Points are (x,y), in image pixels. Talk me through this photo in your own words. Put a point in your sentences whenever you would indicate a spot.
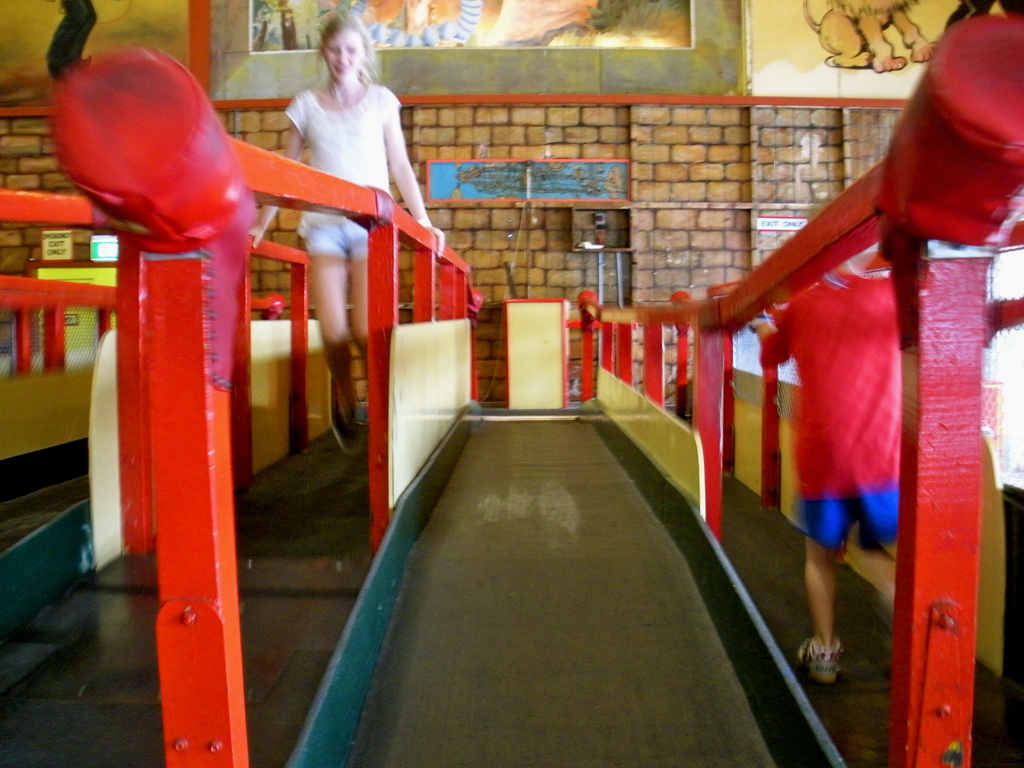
In this picture, we see the girl (352,141) in white dress (341,173) is in between the railing (305,323). These railings (305,323) are in red color. Beside her, we see a slider (444,558). She might be playing. On the right side (886,357), the boy (810,380) in red T-shirt (851,375) is standing. Behind them, we see a wall (636,188) which is made up of bricks (705,177). We see photo frames (590,44) are placed on the wall (665,98). This picture might be clicked in the playroom (321,529).
